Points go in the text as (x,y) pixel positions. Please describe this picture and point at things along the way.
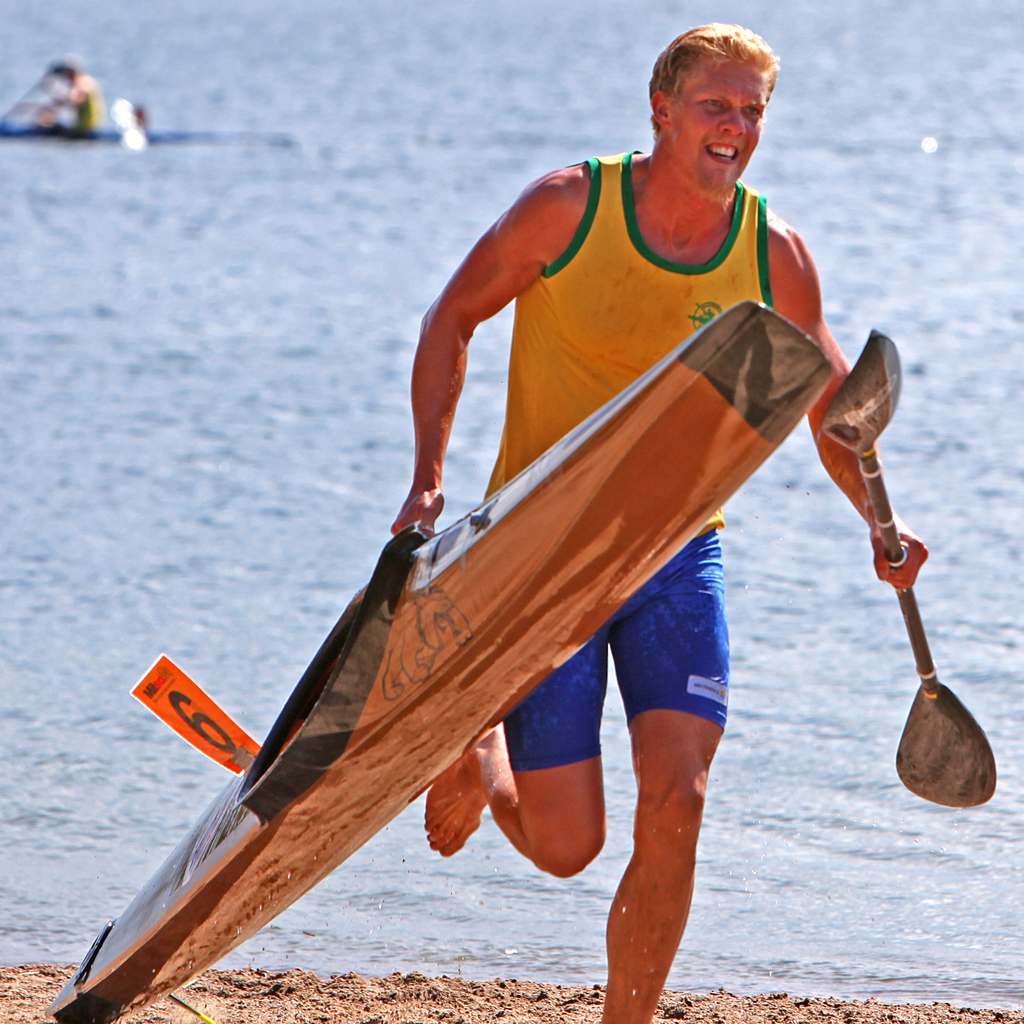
In the picture I can see a man (572,199) and looks like he is running. He is holding a kayak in his right hand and there is an oar (881,505) in his left hand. In the background (851,556), I can see the ocean (784,53) and looks like there is a water vehicle (43,136) on the top left side of the picture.
